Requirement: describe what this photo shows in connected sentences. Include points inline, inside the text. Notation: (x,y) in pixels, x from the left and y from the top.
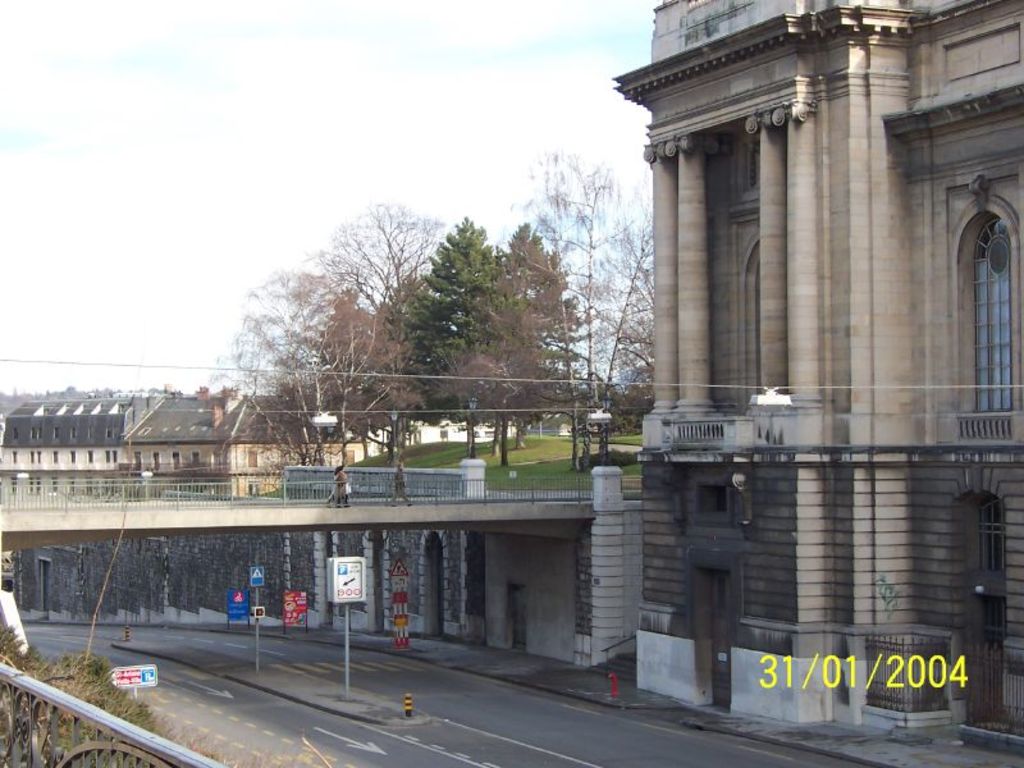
In this image at the bottom (100,756) we can see fence (78,706), plants (75,663), sign board poles (256,613) on the road (312,734) and there are few persons (340,483) walking on the bridge (20,518), fence (305,482), buildings (937,572), trees (565,196), doors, windows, trees (452,370) and grass (501,470) on the ground (417,446) and clouds (243,5) in the sky (243,5).
